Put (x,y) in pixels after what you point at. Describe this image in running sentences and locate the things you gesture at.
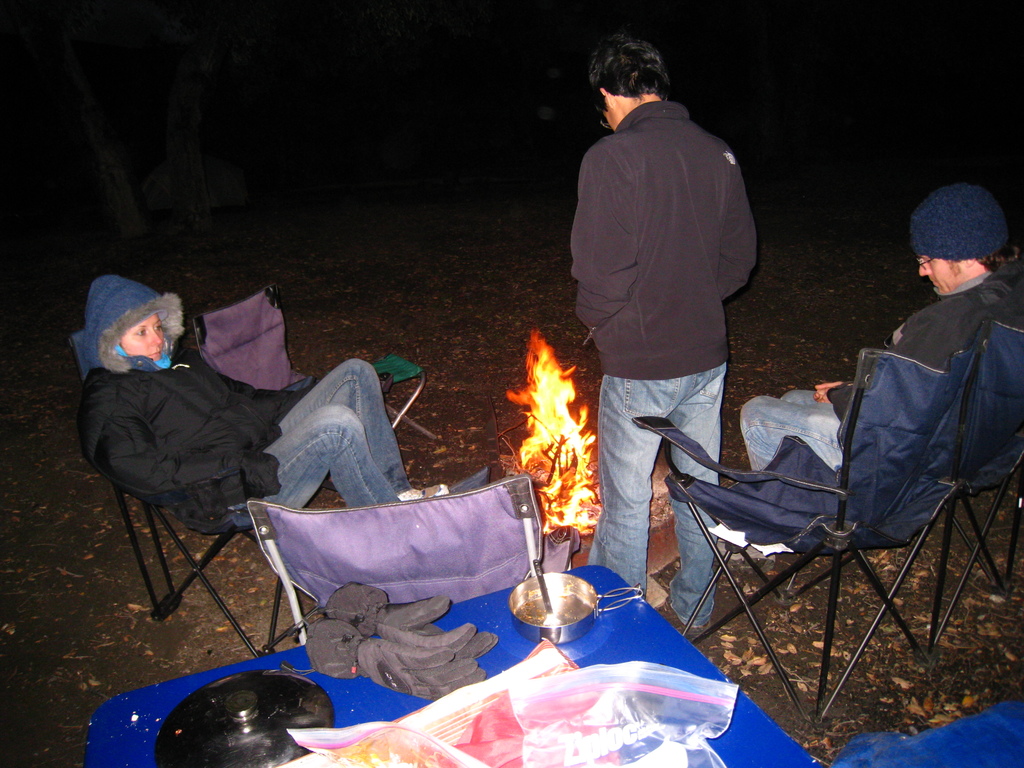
Here in this picture we can see a couple of people (343,371) sitting on chairs (892,475) present on the ground (446,450) over there and we can see another person (609,531) standing over there, we can see all of them are wearing jackets (165,371) and one of them is wearing a cap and in the middle (573,449) we can see a fire place (577,450) and in front of them we can see a table (105,749), on which we can see gloves (402,657), bowl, a lid (202,733) and some bags (552,741) present over there.
